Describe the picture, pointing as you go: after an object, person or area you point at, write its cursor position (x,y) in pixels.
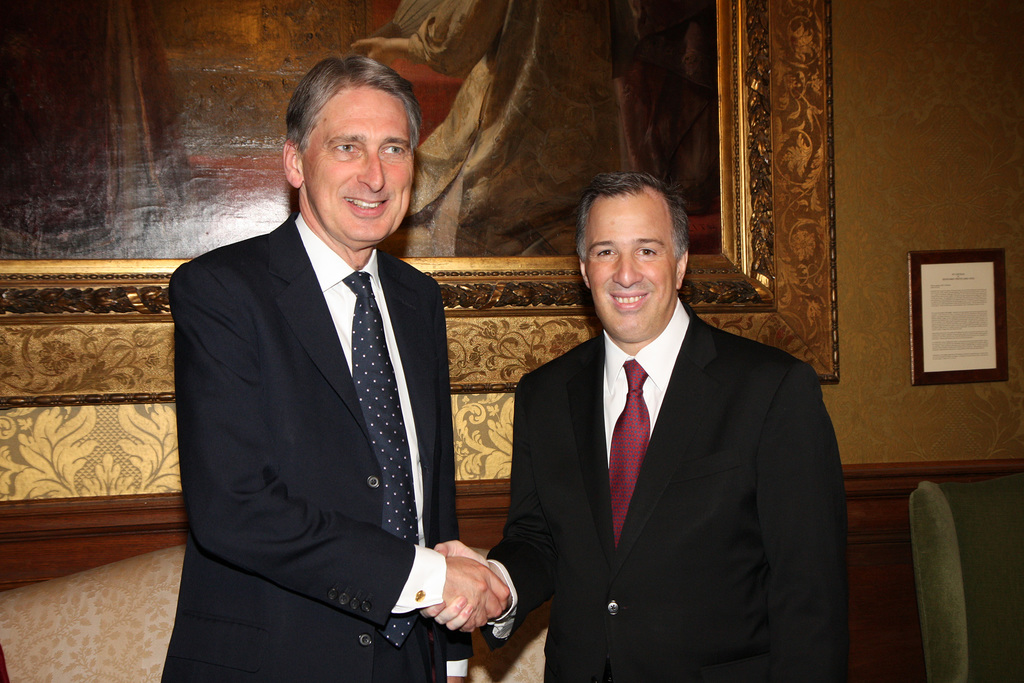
In this image I can see two men (792,643) are standing in the centre (400,407). I can see both of them are wearing formal dress (585,449) and I can see smile (367,196) on their faces (367,196). In the background (519,135) I can see a painting (25,63) and a paper (926,320) on the wall (966,404).
